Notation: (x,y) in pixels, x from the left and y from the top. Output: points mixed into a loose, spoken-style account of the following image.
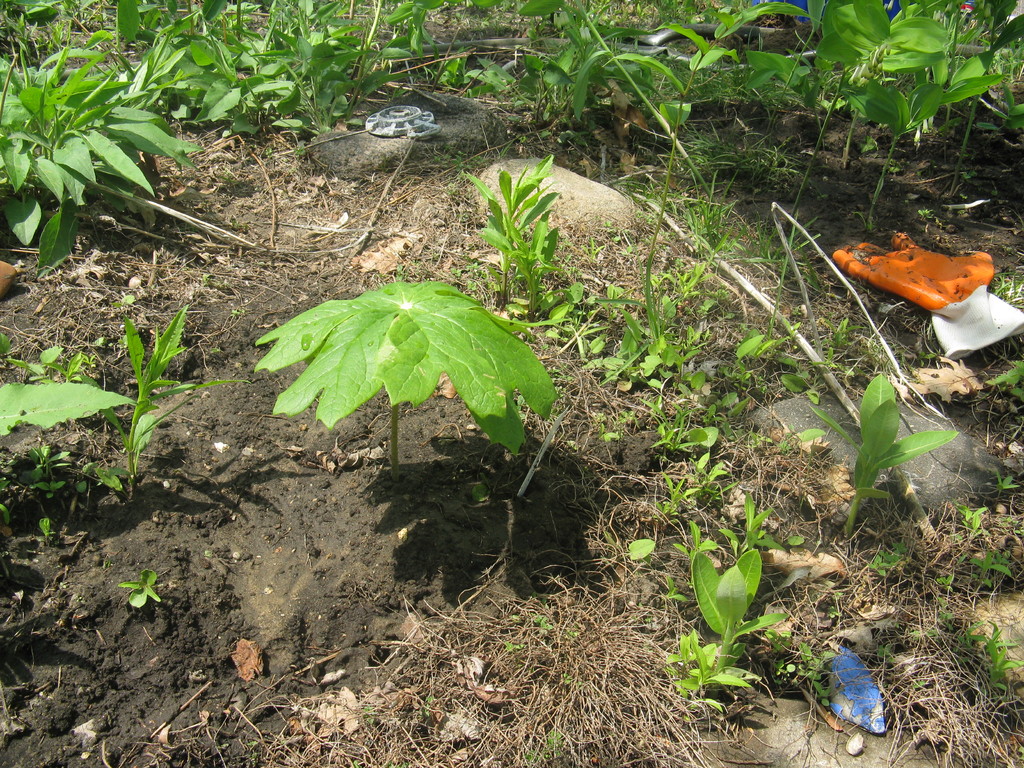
In this image we can see plants (350,98), grass (536,632) and stones (575,202).
